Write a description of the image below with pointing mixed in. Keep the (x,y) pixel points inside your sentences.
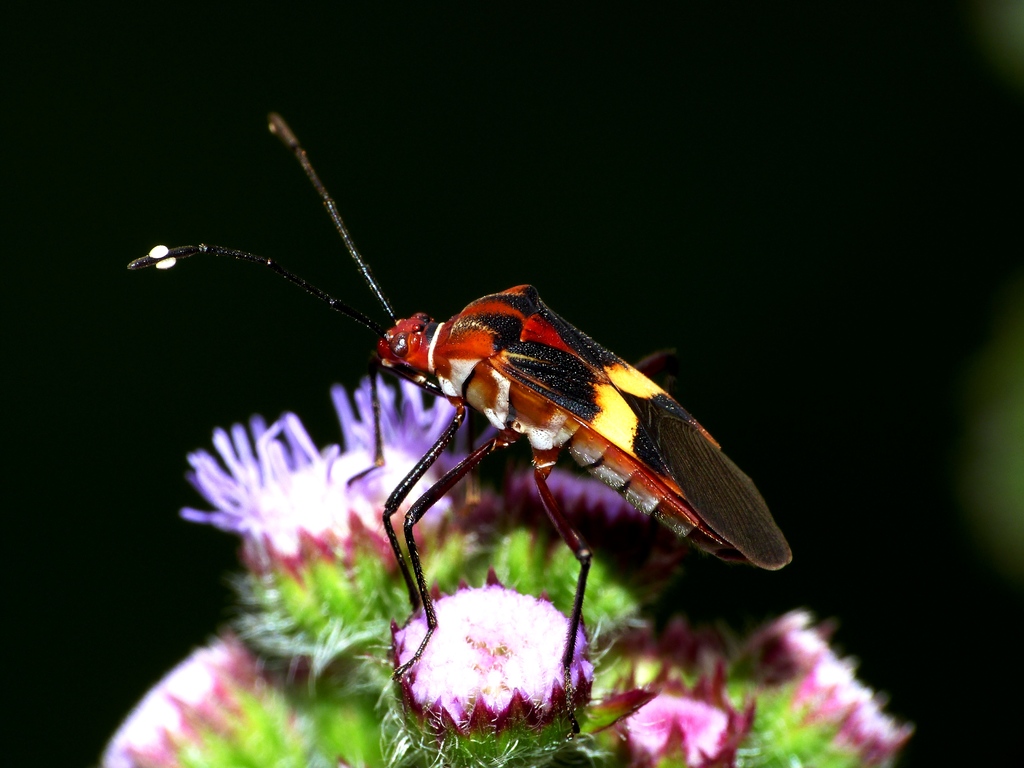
In this picture there is an insect (507,431) standing on an object (437,580).
